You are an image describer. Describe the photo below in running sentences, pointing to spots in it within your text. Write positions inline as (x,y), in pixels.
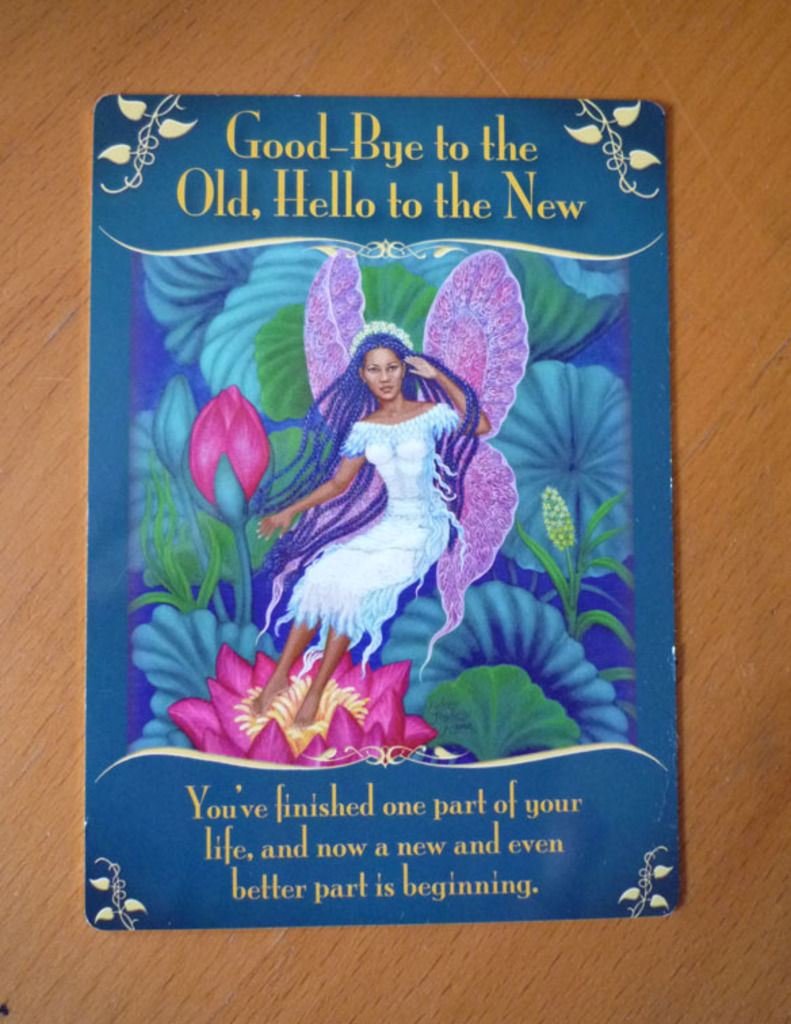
This is a poster (334,773) with something written on that. On that there is an image of a girl (358,483) standing on a flower (264,674). Also there are leaves (537,545).
